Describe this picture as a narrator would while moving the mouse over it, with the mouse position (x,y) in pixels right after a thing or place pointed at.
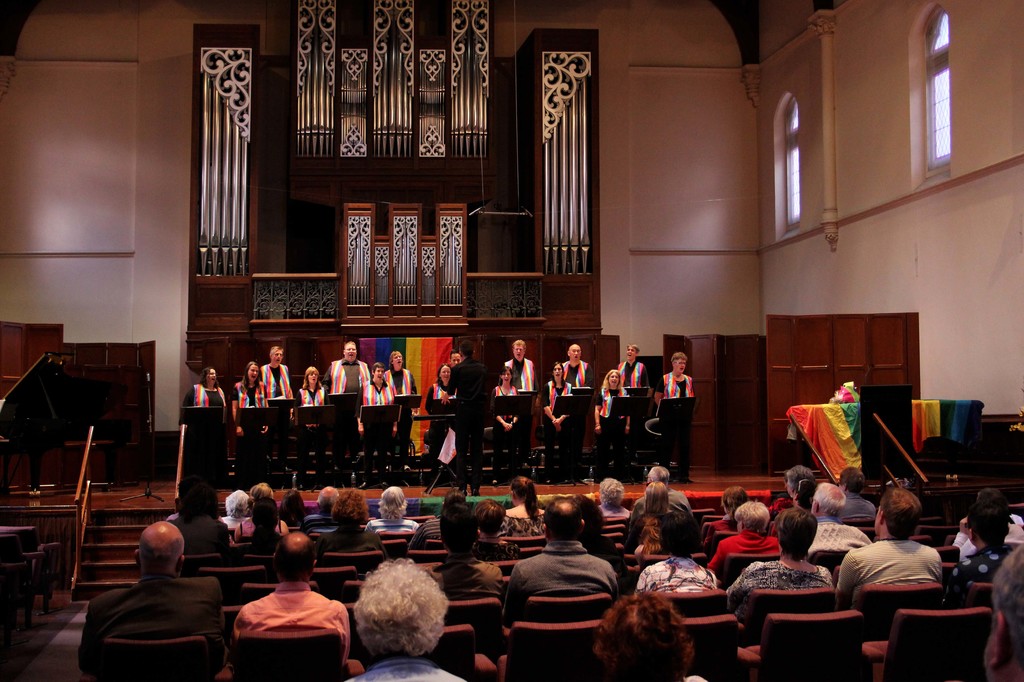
In this picture we can see a group of people (798,569) sitting on chairs (558,659) and in front of them we can see a group of people (582,374) standing on stage (698,476), stands (252,420), piano (18,404), clothes (789,417) and some objects (513,317) and in the background (222,343) we can see the walls (709,137) and windows (936,68).
